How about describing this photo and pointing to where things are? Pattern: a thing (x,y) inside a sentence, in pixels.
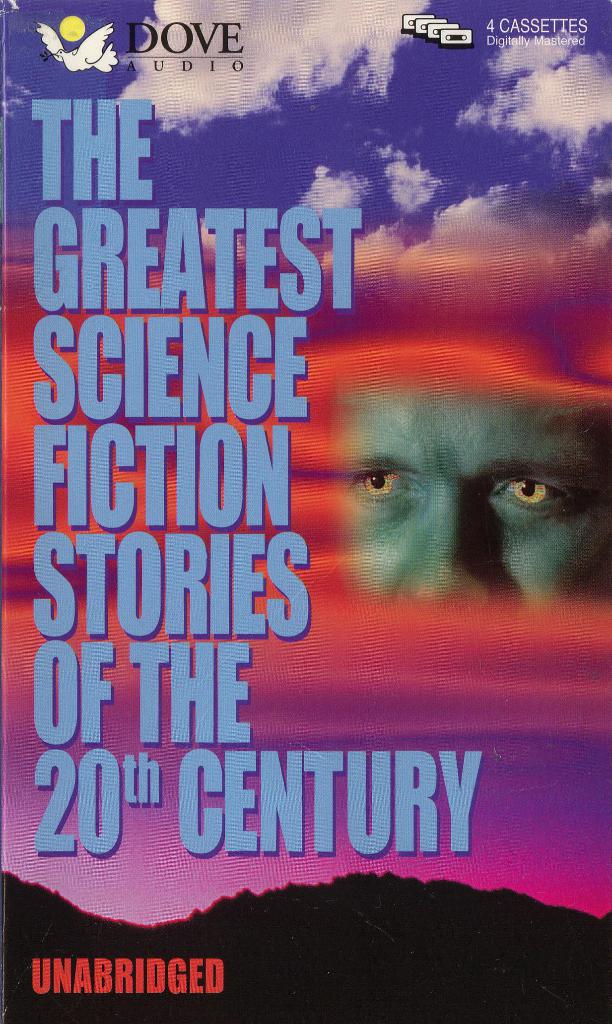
In this image I can see the pamphlet (333,234) on which there is something written and in the background (169,805) I see the mountains (18,931) and the sky (293,154) and in the middle of this picture (395,431) I see the depiction (401,513) of a person's face (399,517).
